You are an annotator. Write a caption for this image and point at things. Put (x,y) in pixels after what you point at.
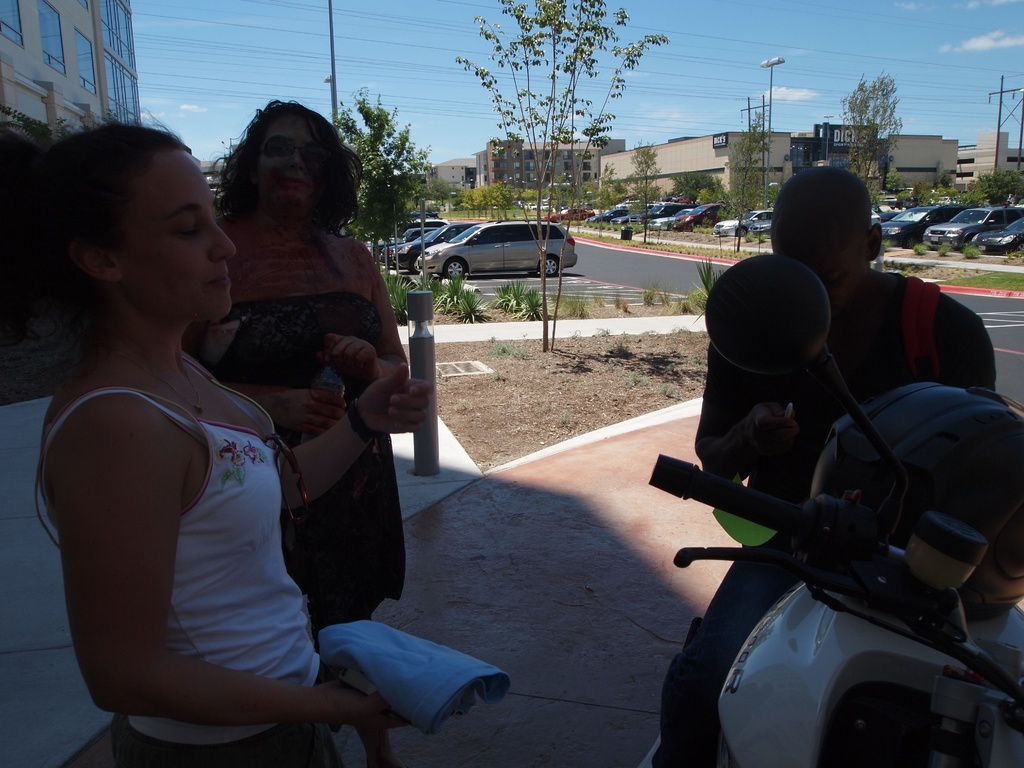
In this image we can see three people (342,558), among them two people (336,559) are holding the objects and the other person (880,393) is sitting on the motorbike (882,442), there are some vehicles (520,228), buildings (489,175), trees (511,197), plants (527,299), windows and road (626,254), in the background (252,28) we can see the sky (252,28).
